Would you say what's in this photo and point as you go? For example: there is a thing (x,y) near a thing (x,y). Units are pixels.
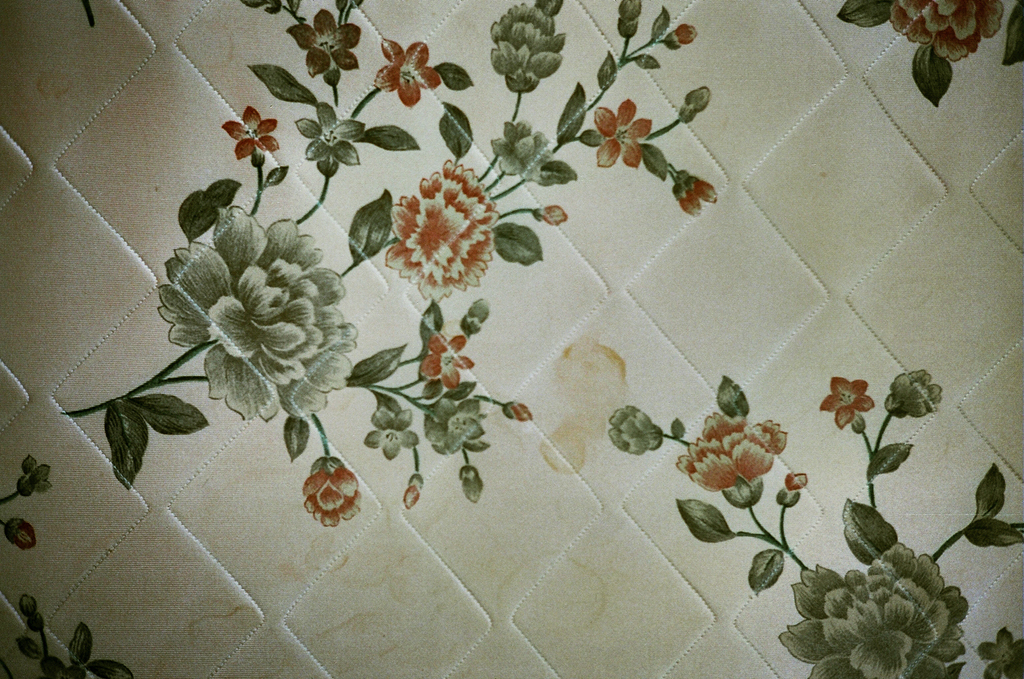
In this picture we can see bed mat (405,316). Here we can see flowers (537,134) and plants (624,29) in the painting (302,252).
